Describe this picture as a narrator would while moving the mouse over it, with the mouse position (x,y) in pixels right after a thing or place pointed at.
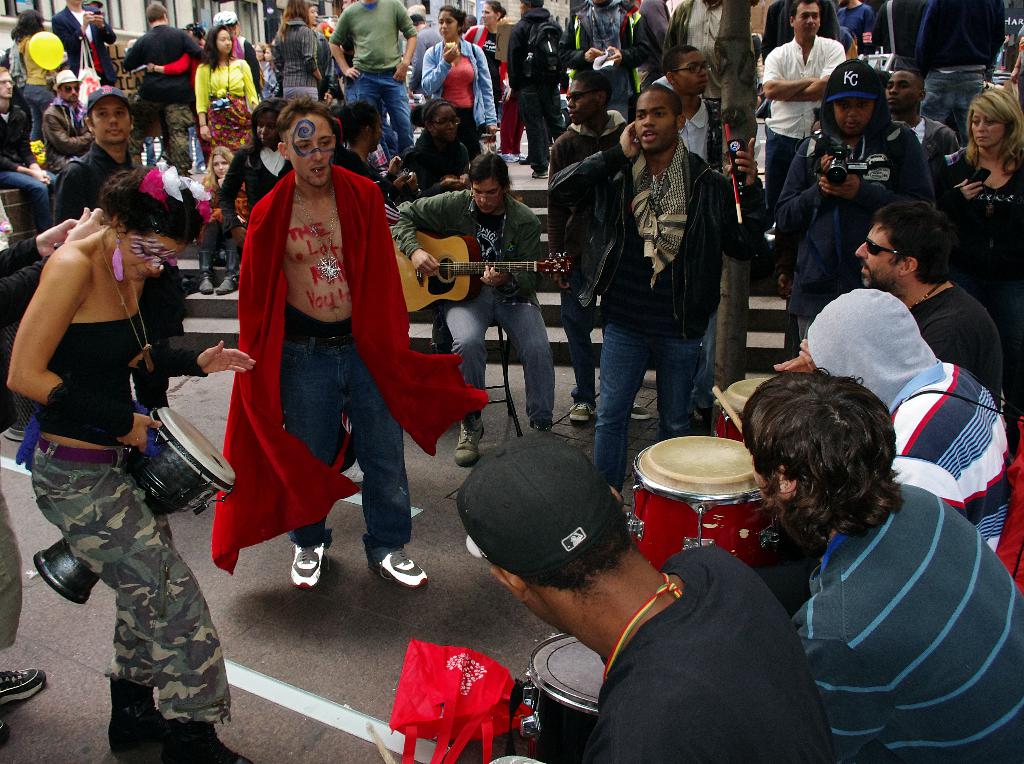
The picture is taken outside of the building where there is a crowd (845,69) playing some musical instruments (143,468) and the person (238,383) standing in the middle (460,390) is wearing a red cloth (263,345) on him and jeans (379,490) and at the right corner of the picture (718,581) four people (861,353) are sitting and playing drums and in the left corner of the picture (130,526) one woman (103,397) is playing a drum (182,484).
